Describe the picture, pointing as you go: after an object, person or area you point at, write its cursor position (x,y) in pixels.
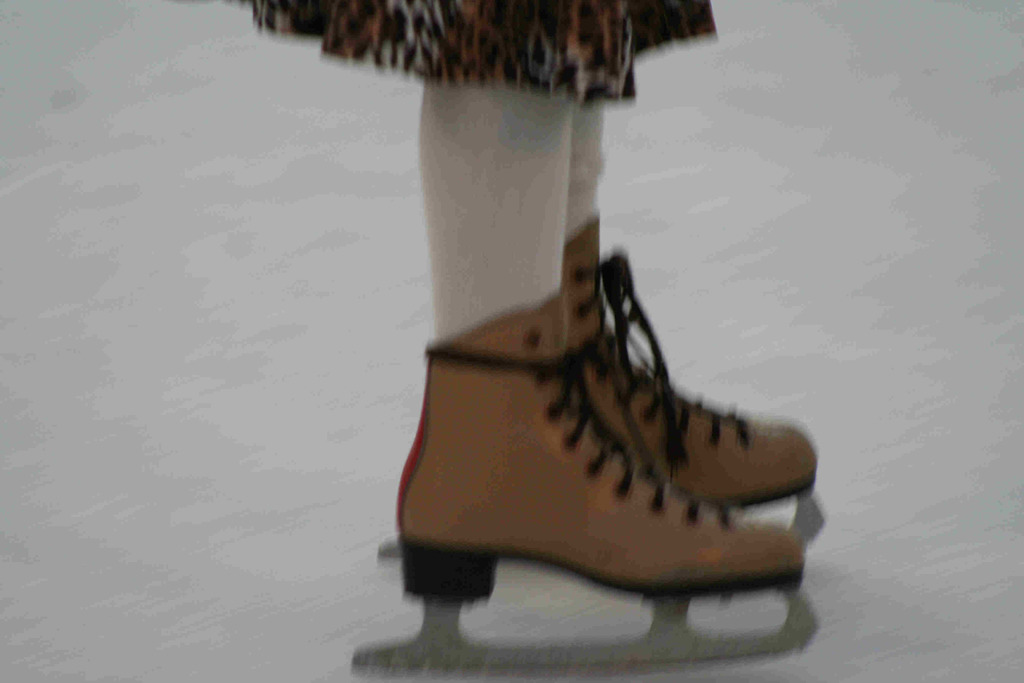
In this image a person's legs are visible. The person (561,376) is wearing ice skating shoes (548,442). Background (937,418) is blurry.
